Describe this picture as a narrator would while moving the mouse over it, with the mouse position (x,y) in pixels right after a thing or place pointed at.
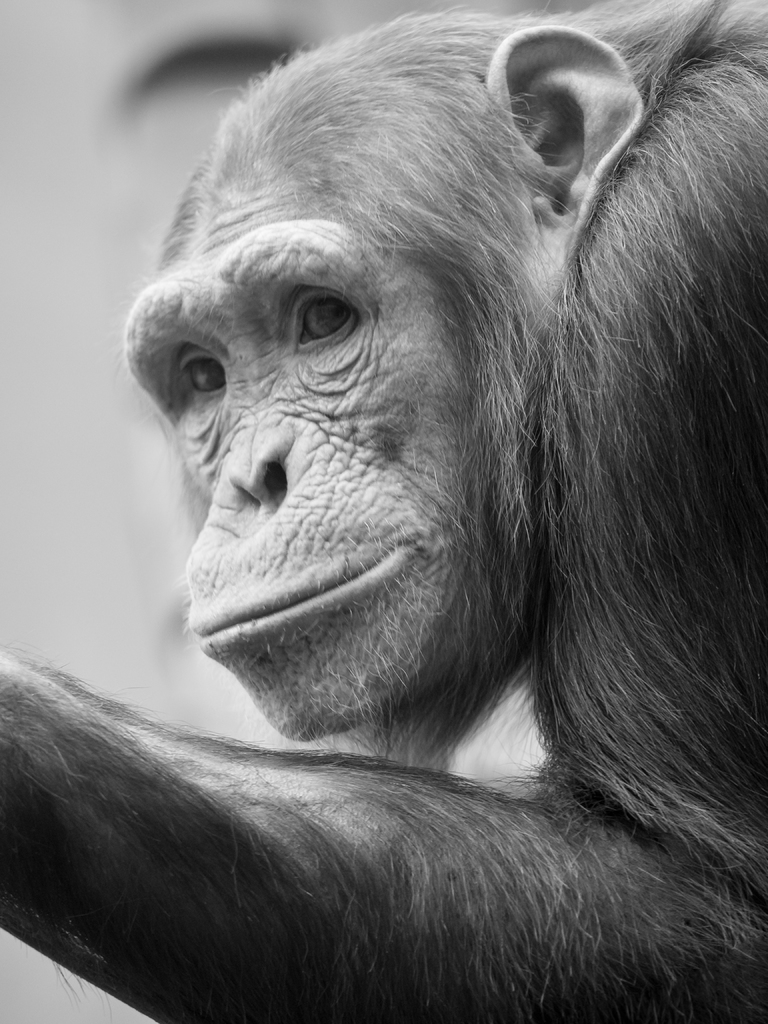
In this picture I can see there is a monkey (216,540) and it is looking at left side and in the backdrop (81,429) I can see there is a wall (92,102).
